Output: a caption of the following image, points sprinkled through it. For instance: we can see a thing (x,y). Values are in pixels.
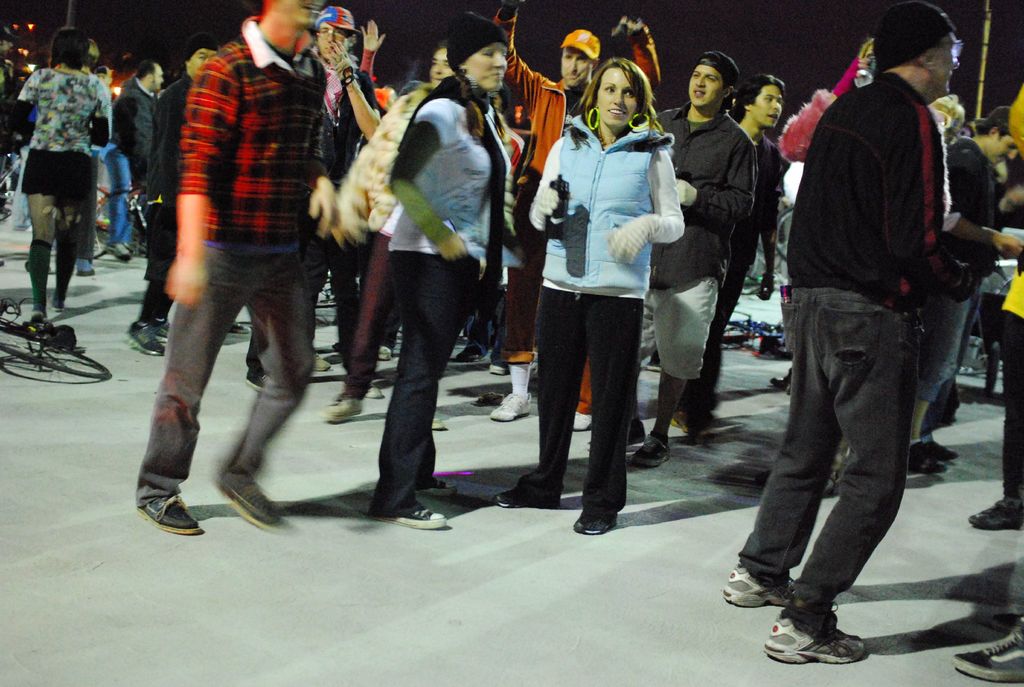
In this image we can see a group of people (544,472) standing on the floor (528,531). We can also see some bicycles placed beside them.
